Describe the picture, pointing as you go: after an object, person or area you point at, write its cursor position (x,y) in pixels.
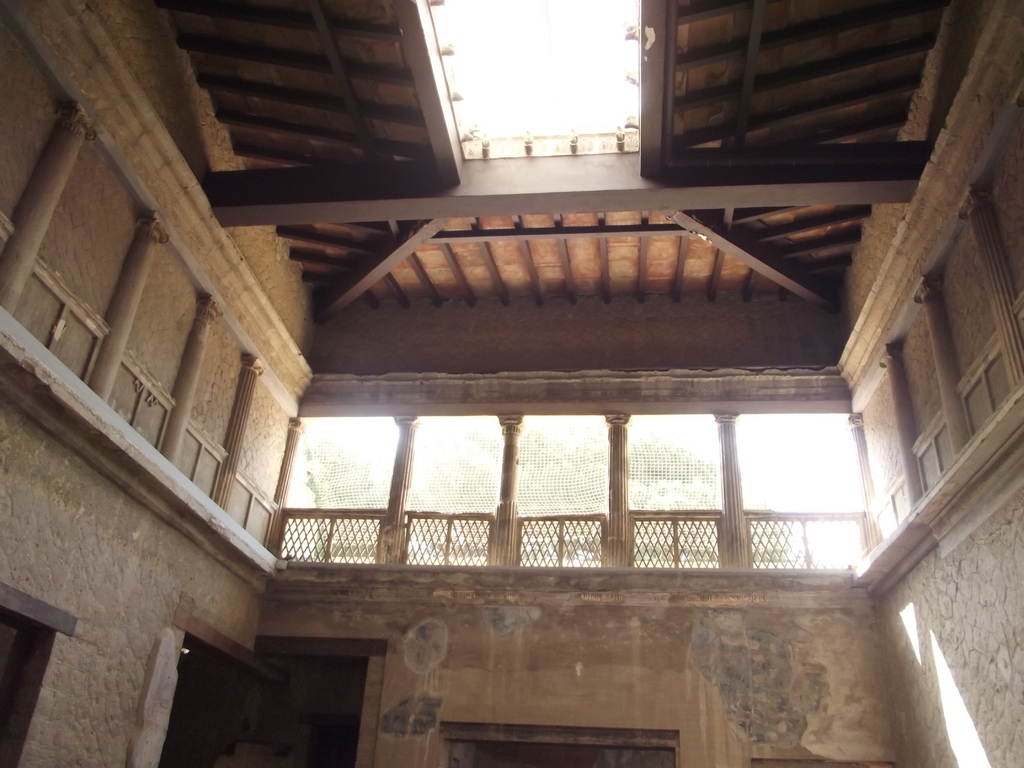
This image is clicked inside the house (689,568). In the center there is a railing (716,512), there are doors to the walls (963,335). At the top (296,114) there is ceiling (698,75) and we can see some trees (594,476) outside of the house (617,484).
